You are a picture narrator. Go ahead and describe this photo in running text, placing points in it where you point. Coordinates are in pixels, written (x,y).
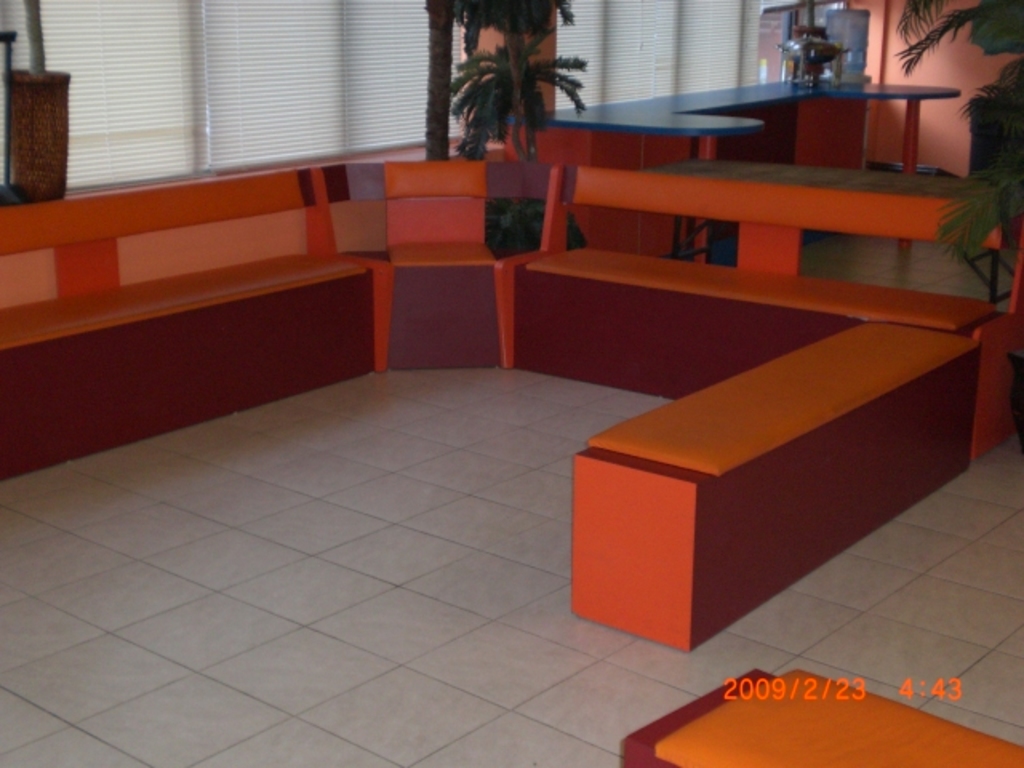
In this picture we can see couches (680,410) in the front (486,345), in the background (621,82) we can see window blinds (404,92), plants (515,93), a wall (957,108) and a water tin (861,29), we can see numbers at the right bottom (812,679).
